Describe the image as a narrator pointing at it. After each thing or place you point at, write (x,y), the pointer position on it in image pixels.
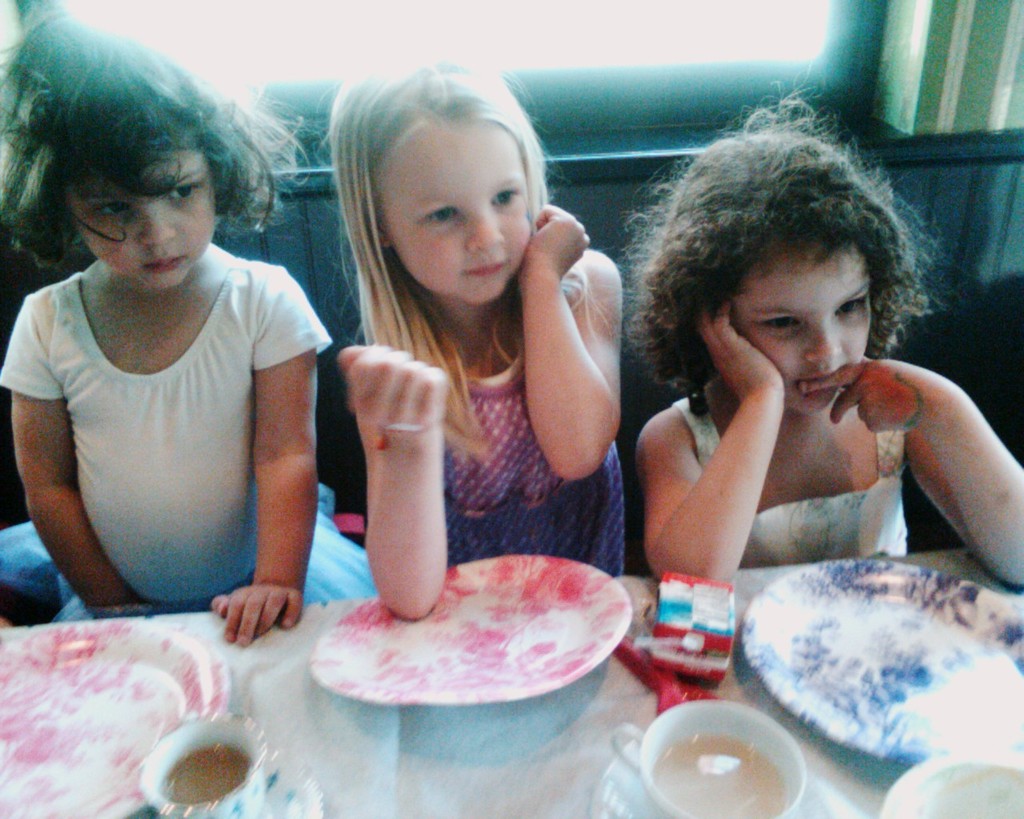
In the image there are three little girls (537,447) sitting in front of dining table (561,635) with plates (589,661) and spoons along with cup (248,800), saucer (303,801) in front of them, behind them there is window (550,57) on the wall (704,126).
